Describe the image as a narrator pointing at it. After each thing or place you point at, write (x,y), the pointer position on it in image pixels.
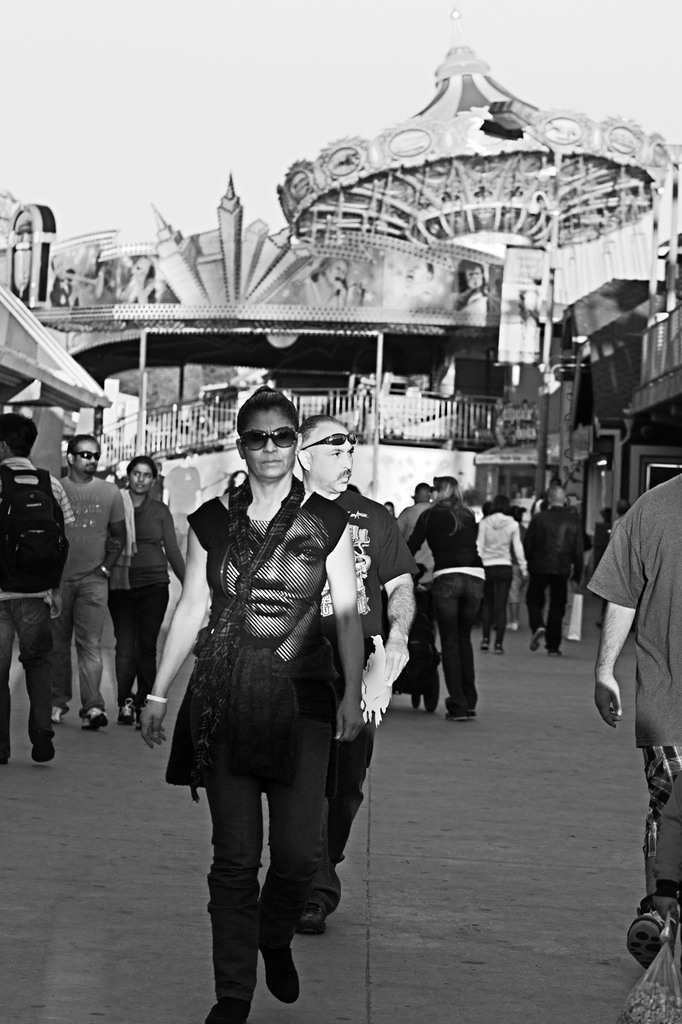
This is a black and white pic. Here a woman (337,553) is wearing a scarf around her neck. In the background (526,530) there are few people (472,558) where both men (399,566) and women (500,604) walking on the road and we can see a woman (456,544) pushing stroller (424,645) and there are amusement rides (213,315). poles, fence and some other objects (173,374) and sky (76,110).
